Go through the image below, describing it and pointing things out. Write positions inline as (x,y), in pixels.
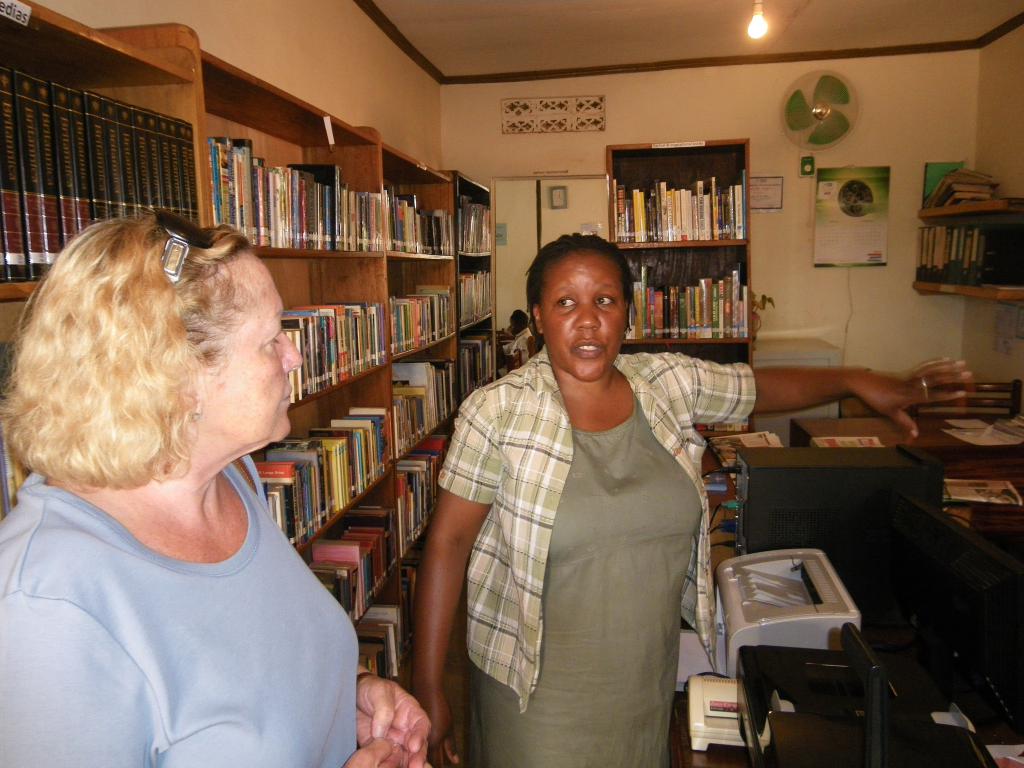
In this image there are two women (433,559) standing and talking with each other. At the background (633,262) there are shelves (343,143) in which there are so many number of books (404,215). To the right side (854,218) top corner there is a table fan (821,105) and calendar (841,221) to the wall (935,150). Beside the woman (479,535) there is a printer (787,642) and computer (877,538). At the top (766,25) there is light (757,34).
